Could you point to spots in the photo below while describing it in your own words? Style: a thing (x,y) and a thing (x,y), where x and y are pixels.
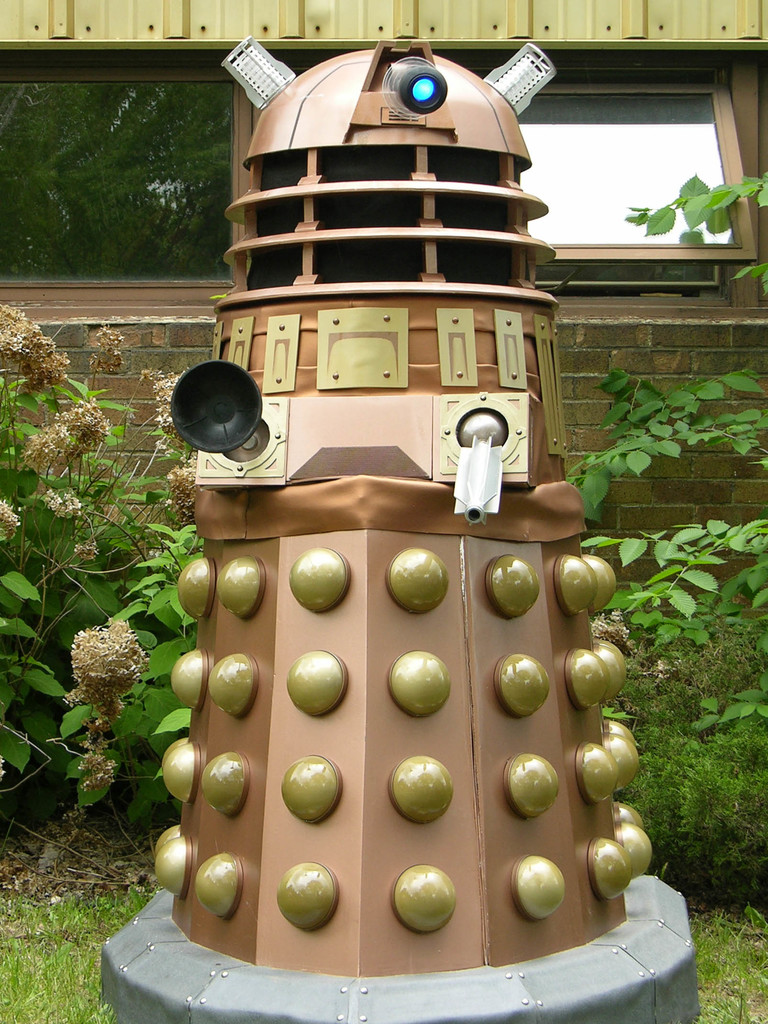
There is a robot (367,90) having light (430,93) and other objects (396,583) near grass (70,959) on the ground (57,968). In the background (122,826), there are plants (99,587) and a building (654,347) which is having glass windows (725,142).
